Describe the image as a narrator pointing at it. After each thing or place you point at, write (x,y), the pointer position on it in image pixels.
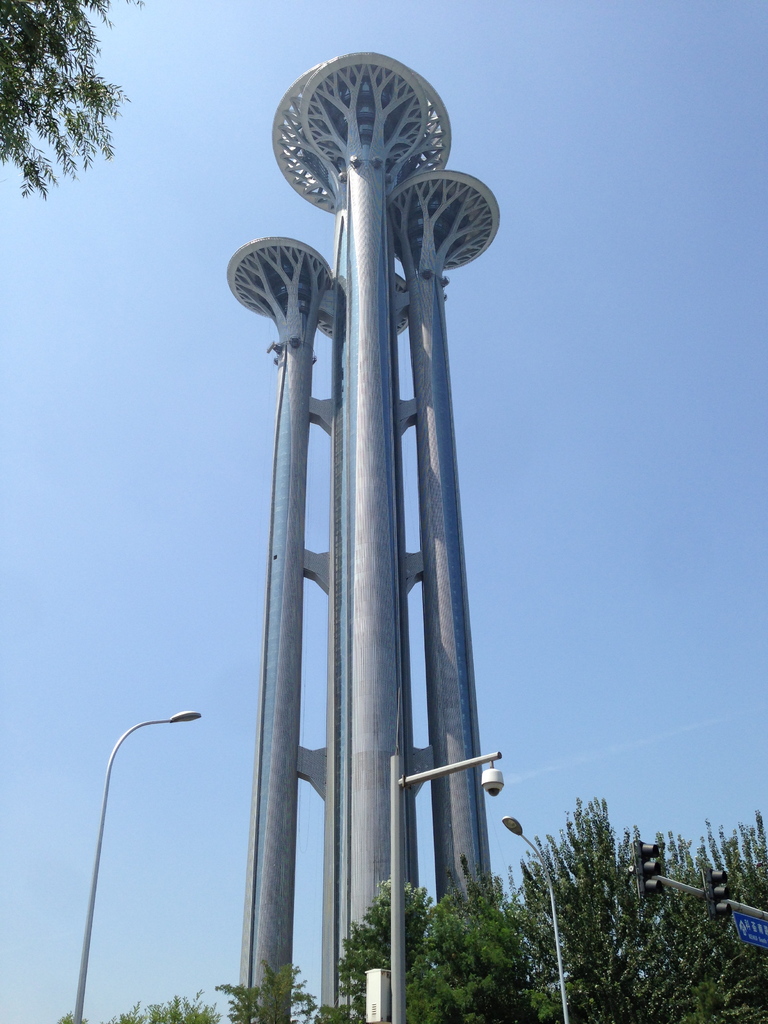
In the foreground of the picture (512,950) there are trees (448,969), signal lights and street lights (122,742). In the center of the picture (272,476) there is a tower (377,497). At the top left (32,100) there are stems (29,44) of a tree (43,88). Sky (695,24) is clear and it is sunny.
